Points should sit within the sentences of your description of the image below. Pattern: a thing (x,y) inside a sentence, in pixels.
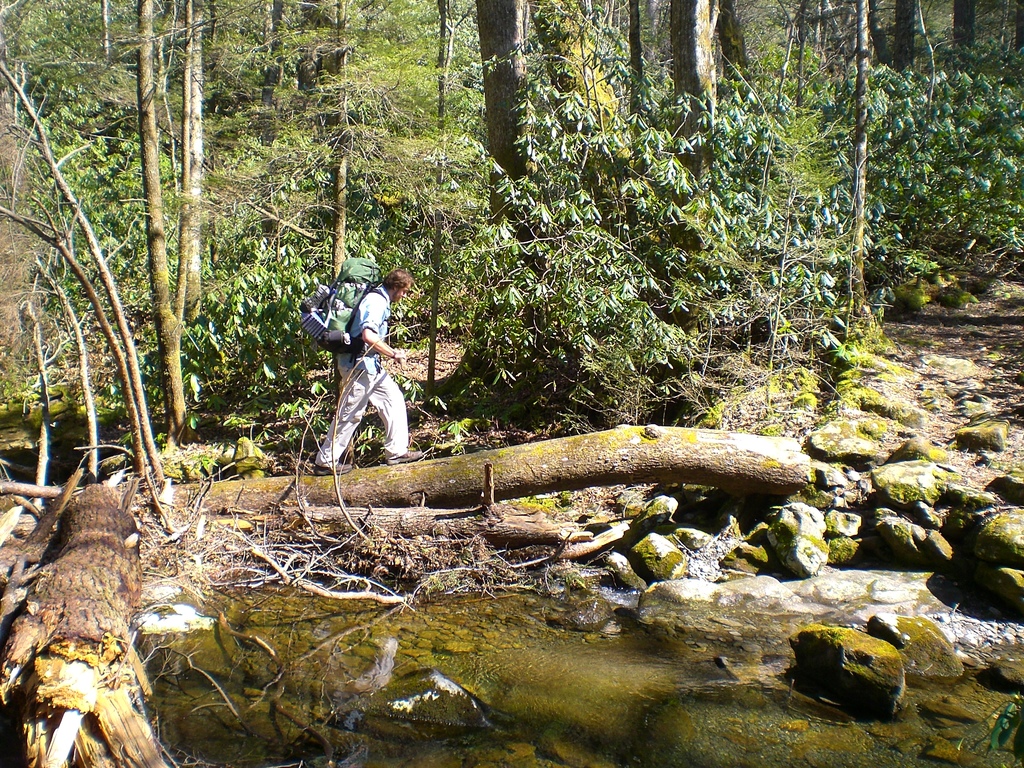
In this image we can see many trees (440,218). There is a water (532,690) in the image. There are few rocks (788,553) in the image. A person (377,361) is walking on the wooden log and carrying some objects (353,344) in the image.
